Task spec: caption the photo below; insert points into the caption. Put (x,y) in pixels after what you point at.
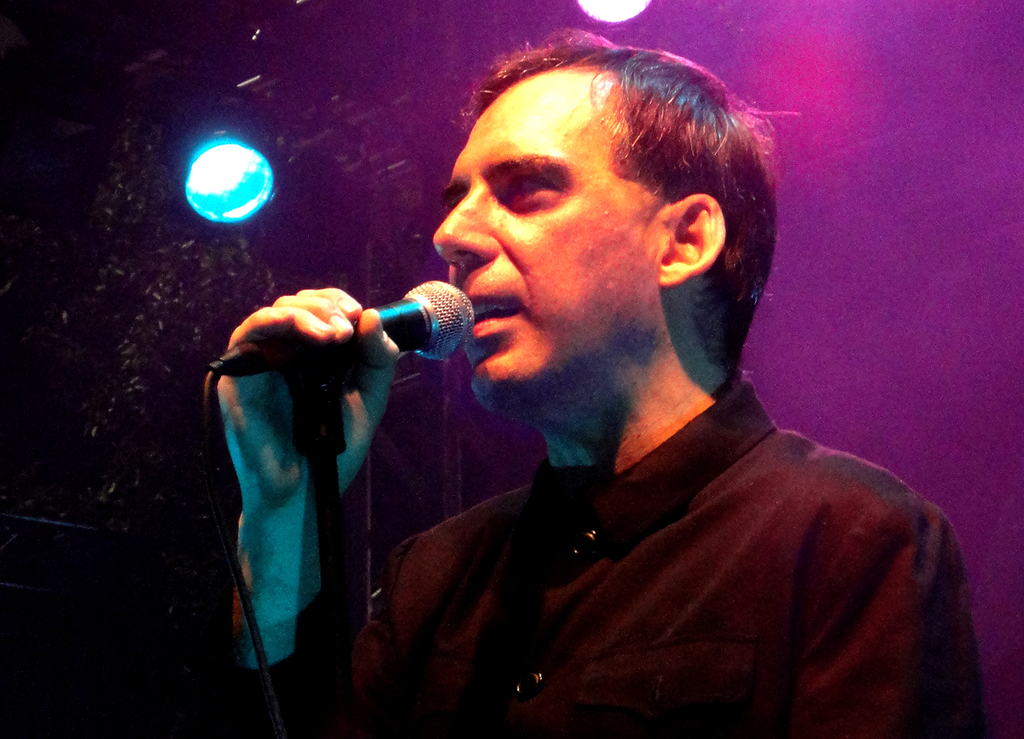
In this picture we can see a man (505,366). He is holding a microphone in his hand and he is singing.
